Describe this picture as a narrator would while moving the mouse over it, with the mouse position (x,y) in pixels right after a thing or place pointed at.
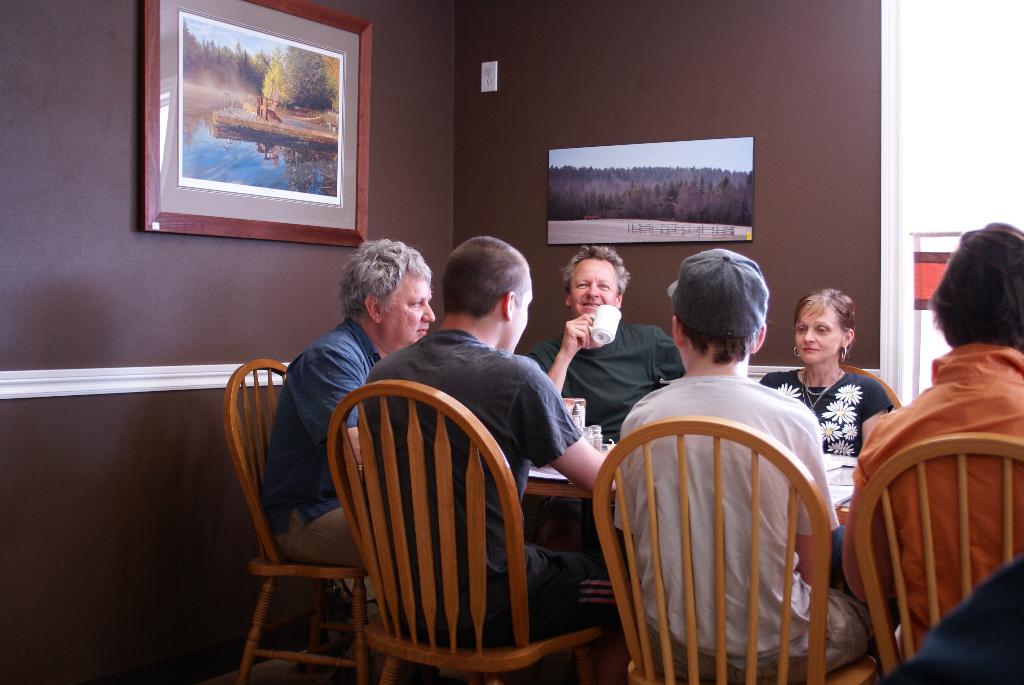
A group of people (375,331) are sitting together in the chairs (453,520) around a table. There are photographic frames (254,194) on the walls (623,90).
